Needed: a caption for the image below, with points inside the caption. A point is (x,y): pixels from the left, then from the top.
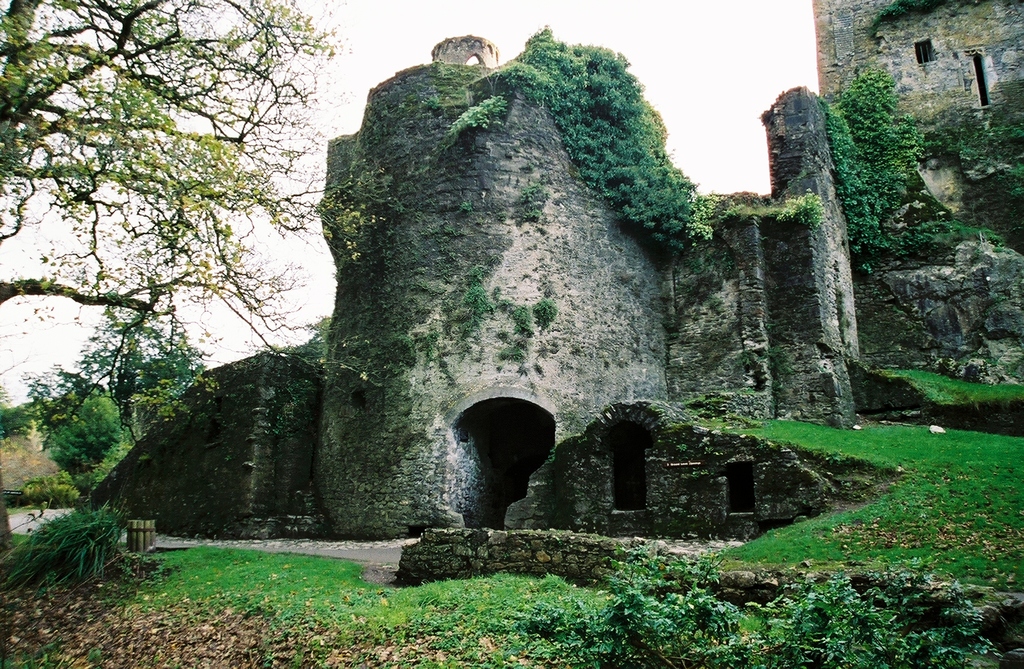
In the foreground of this image (801,622), on the bottom (726,625), there are plants (531,637) and the grass (258,595) on the ground (207,640). On the left (103,120), there is a tree (98,89). In the background (674,314), there is a stone castle (755,353) and plants (876,170) on it. On the top (605,25), there is the sky (495,19).
